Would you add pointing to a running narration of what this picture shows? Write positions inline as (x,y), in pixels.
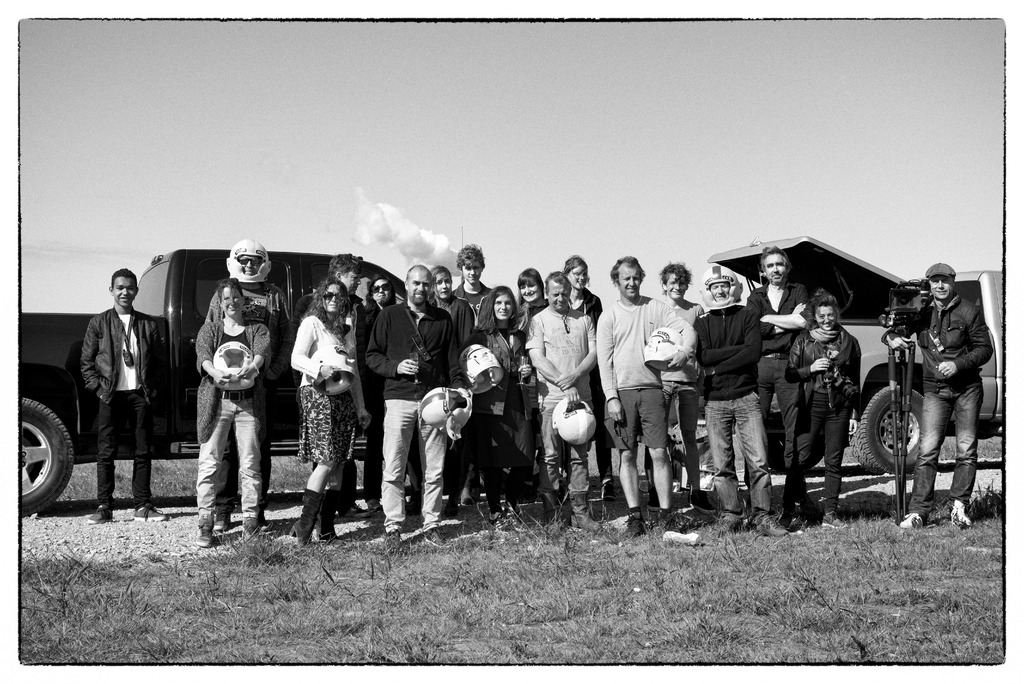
In this picture I can see people (532,363) standing on the surface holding helmets (428,415). I can see a man (948,369) on the right side (948,366) holding tripod stand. I can see cars (153,285) in the background (194,273). I can see clear sky (555,139).
